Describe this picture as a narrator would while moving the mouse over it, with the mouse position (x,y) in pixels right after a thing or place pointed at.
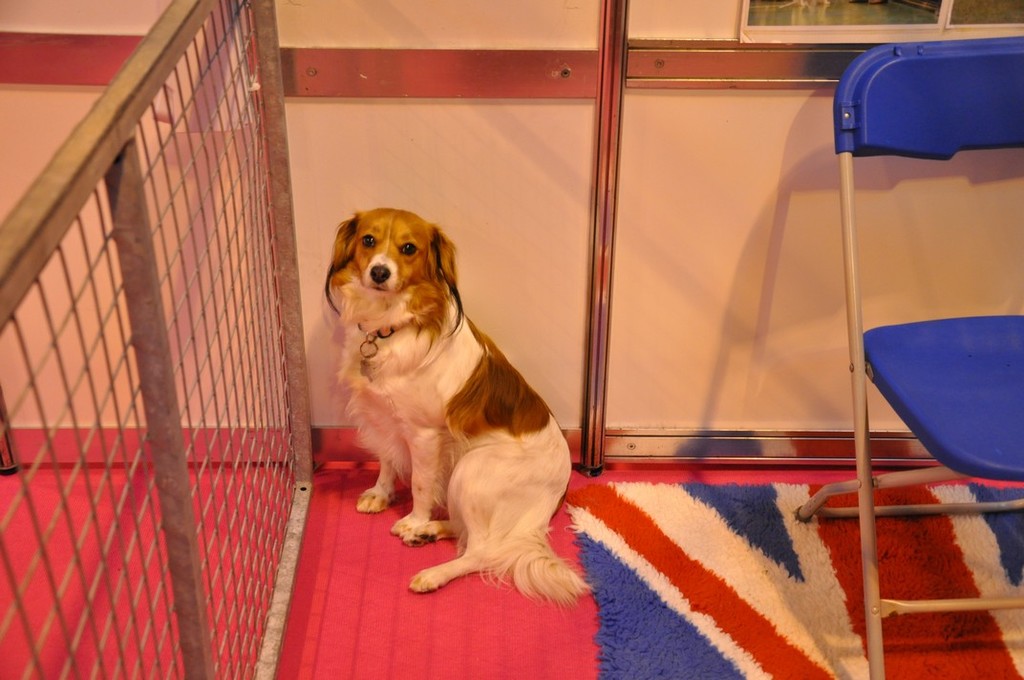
In the image there is a dog (445,439) sitting on the carpet (558,529), beside the dog (548,564) there is a mesh (132,225) and on the right side (946,330) there is an empty chair (977,359).
